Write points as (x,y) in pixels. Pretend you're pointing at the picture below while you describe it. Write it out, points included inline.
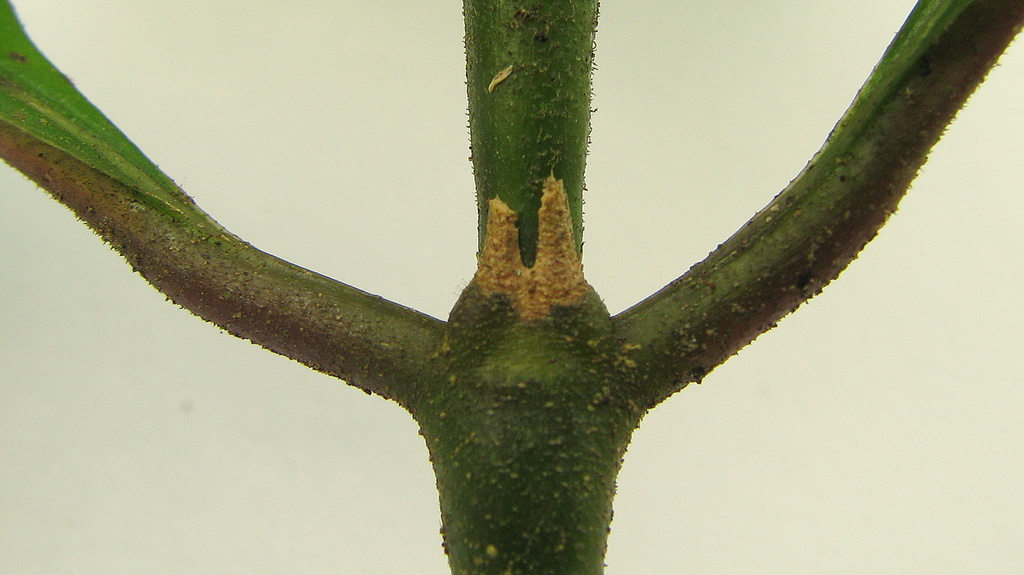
In this image we can see a plant (517,302). There is a white background (863,373) in the image.
